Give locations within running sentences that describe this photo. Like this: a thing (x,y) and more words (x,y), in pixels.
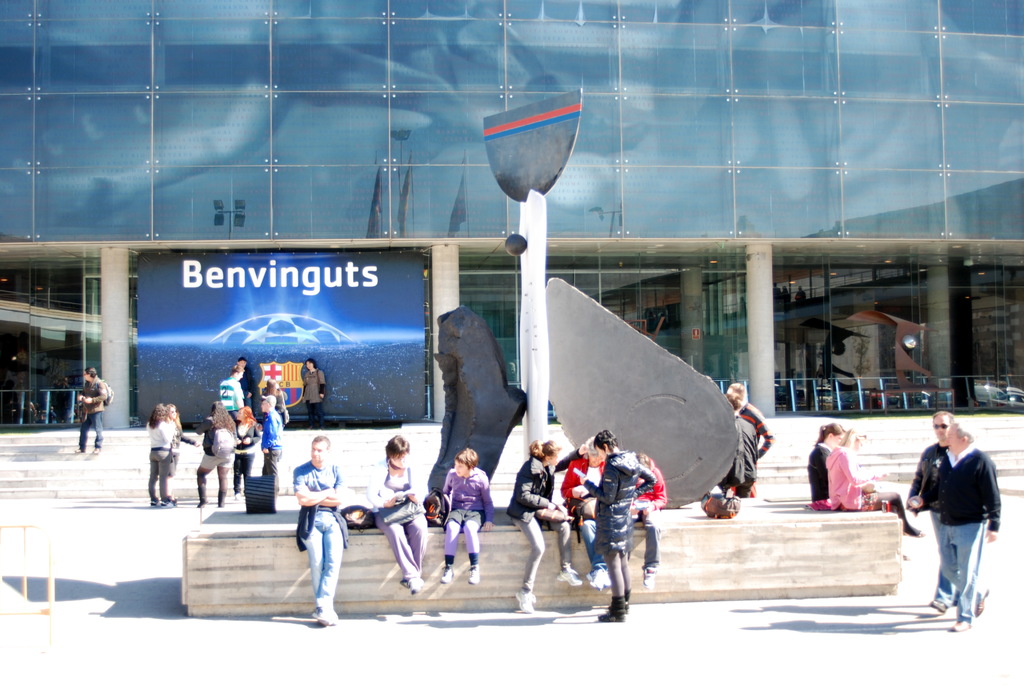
In this image in the front (401,480) there are persons (469,471) sitting and standing and walking. In the background (1002,493) there are steps (117,482) and there are persons (159,454) on the steps (147,482) and there is a building (438,234) and in front of the building (284,212) there is a board (300,306) which is blue in colour with some text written on it.
